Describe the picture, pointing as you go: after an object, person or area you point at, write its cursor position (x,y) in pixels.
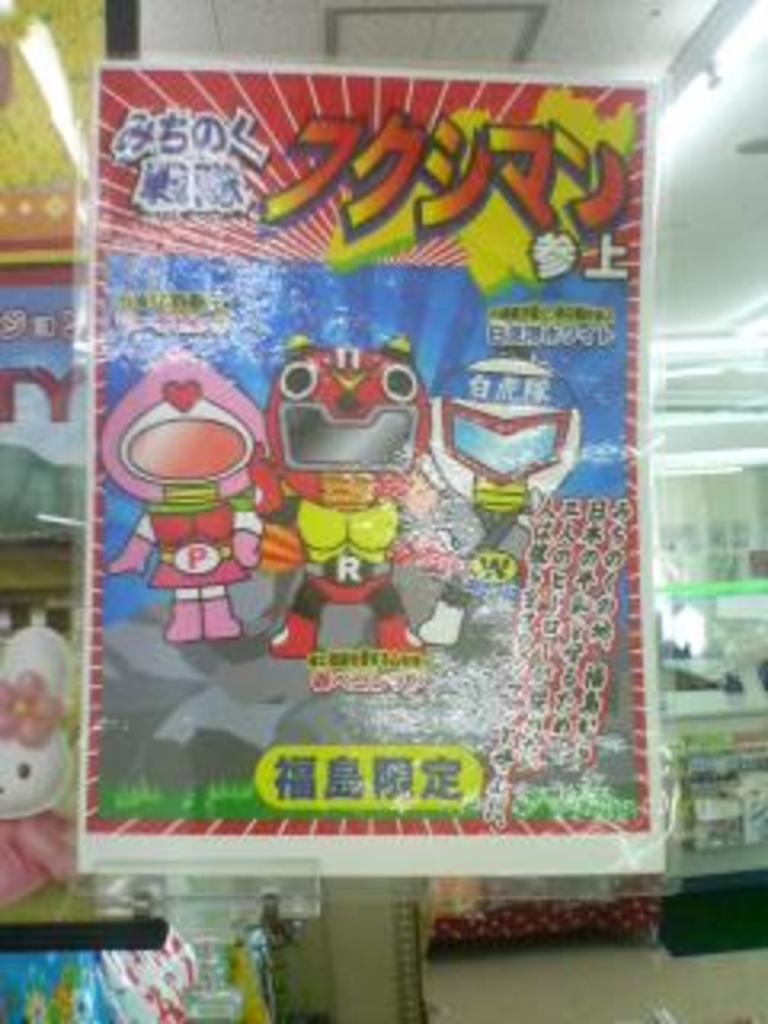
There is a poster (326,430) with some animation pictures (328,372) and something is written. In the back (255,938) there are toys (274,938). On the ceiling (687,229) there are lights (694,110).
